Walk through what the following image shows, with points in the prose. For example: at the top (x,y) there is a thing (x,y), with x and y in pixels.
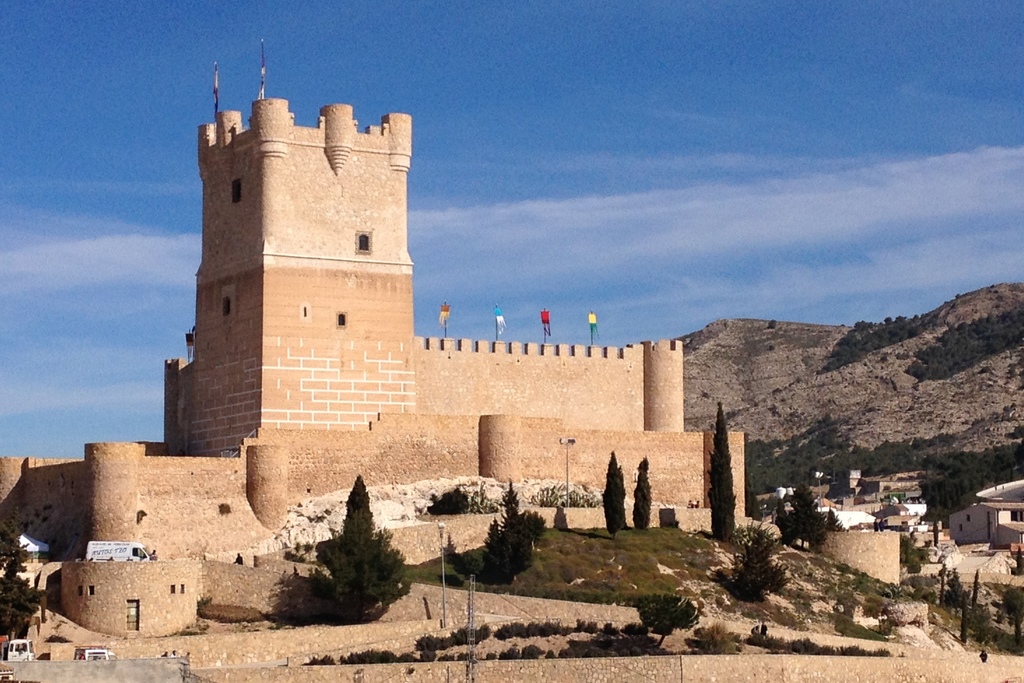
In this picture, it looks like a fort (304,432). In front of the fort (279,408) there are vehicles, trees (341,587) and poles (440,526). On the right side of the fort (395,393) there are hills (758,405) and the sky (590,148). On the fort (388,374) there are some objects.
